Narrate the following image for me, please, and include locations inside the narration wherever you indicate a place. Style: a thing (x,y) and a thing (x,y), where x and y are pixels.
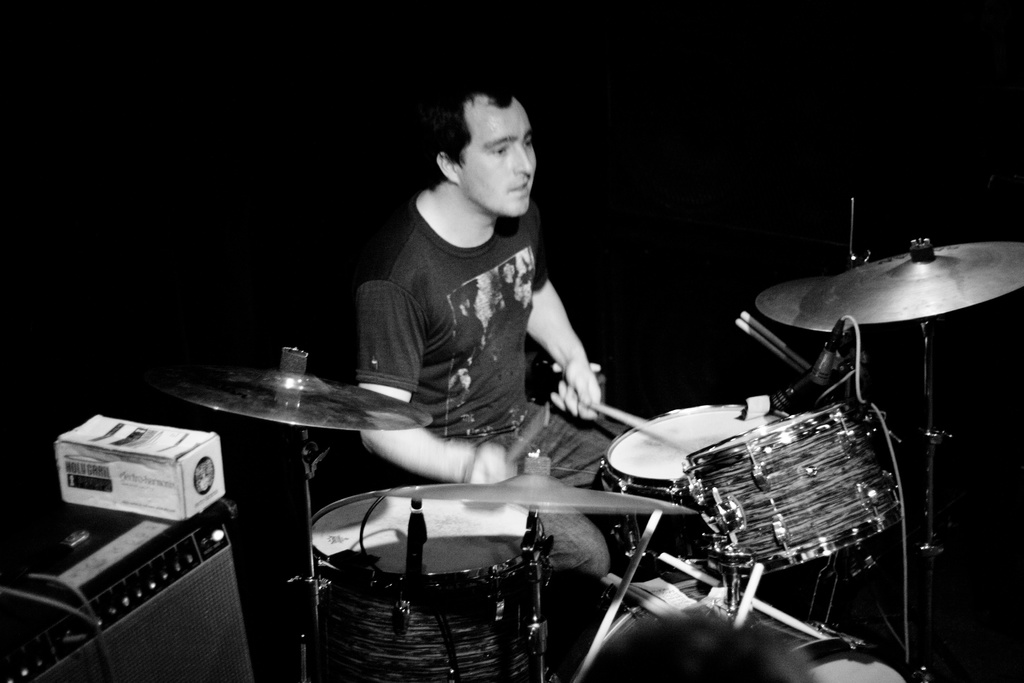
This is a black and white picture. In the center of the picture (563,366) there is a person (518,427) playing drums (660,479). On the left (181,581) there is a speaker (119,535) and a box (122,454). The background (136,66) is dark.
